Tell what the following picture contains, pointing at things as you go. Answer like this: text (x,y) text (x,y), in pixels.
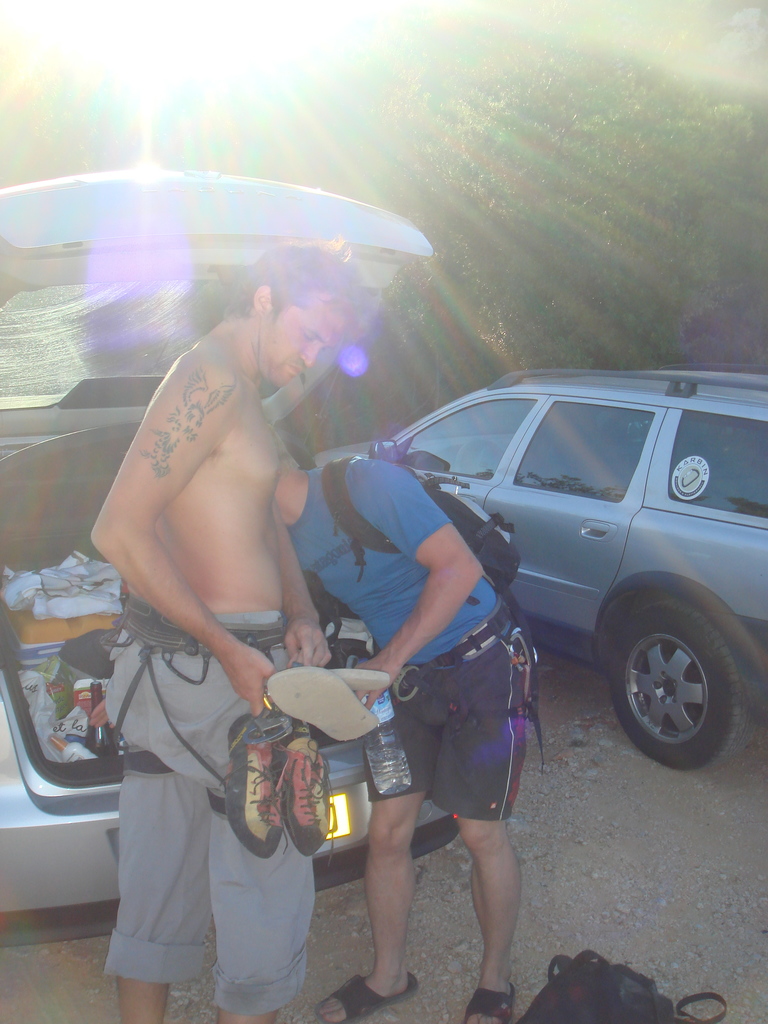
In this picture we can see a man (133,707) holding footwear (281,695) with his hands (322,666) and beside him a man (418,523) carrying a bag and holding a bottle (399,757) with his hand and they both are standing, bag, vehicles (637,532) on the ground (581,830) and in a vehicle (343,820) we can see clothes (69,612), bottles (109,735) and some objects (62,676) and in the background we can see trees (481,218).
